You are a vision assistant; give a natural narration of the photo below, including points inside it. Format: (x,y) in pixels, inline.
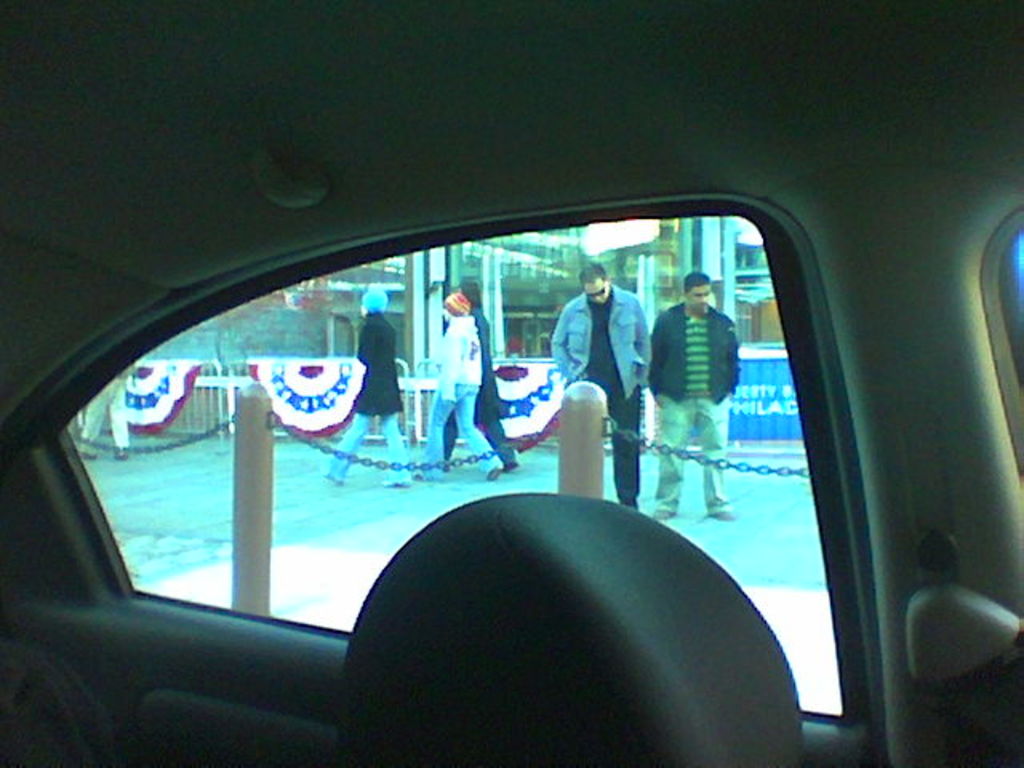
This is a vehicle (1005,246), inside the vehicle (938,648) through the glass door (385,426) we can see few people (476,386) are walking on the road (138,485), fence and glass doors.
